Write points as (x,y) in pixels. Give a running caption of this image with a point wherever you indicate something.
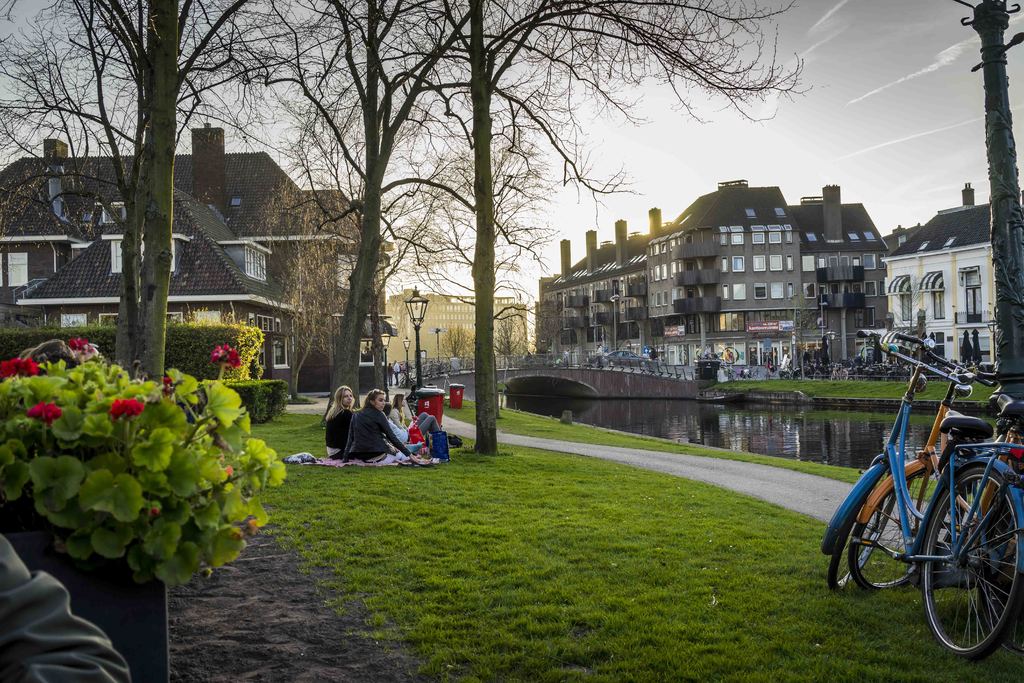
In this image there are three persons (422,431) sitting on the grass (479,611), and there are plants (173,433), trees (138,311), water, bridge (577,366), buildings (575,323), group of people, lights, poles (1006,380), bicycles (931,600), sky (645,181).
